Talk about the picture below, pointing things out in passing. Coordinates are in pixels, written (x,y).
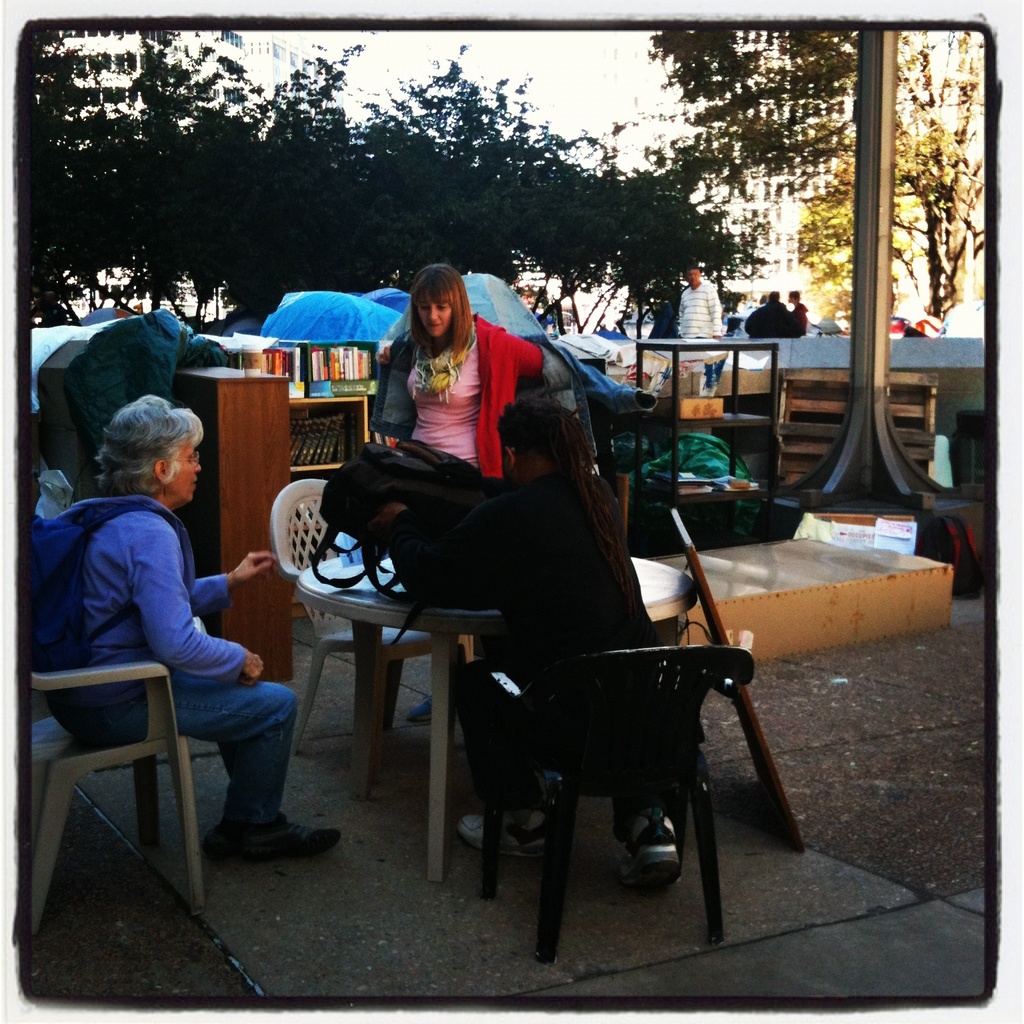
In this image there are 2 persons (443,570) sitting in a chair (630,660), there is another woman (418,379) standing near a table (664,641), there is bag (446,510), tent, books (356,374) in a rack (232,374), wooden frame (810,392), bench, tree (231,119), group of people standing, sky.
